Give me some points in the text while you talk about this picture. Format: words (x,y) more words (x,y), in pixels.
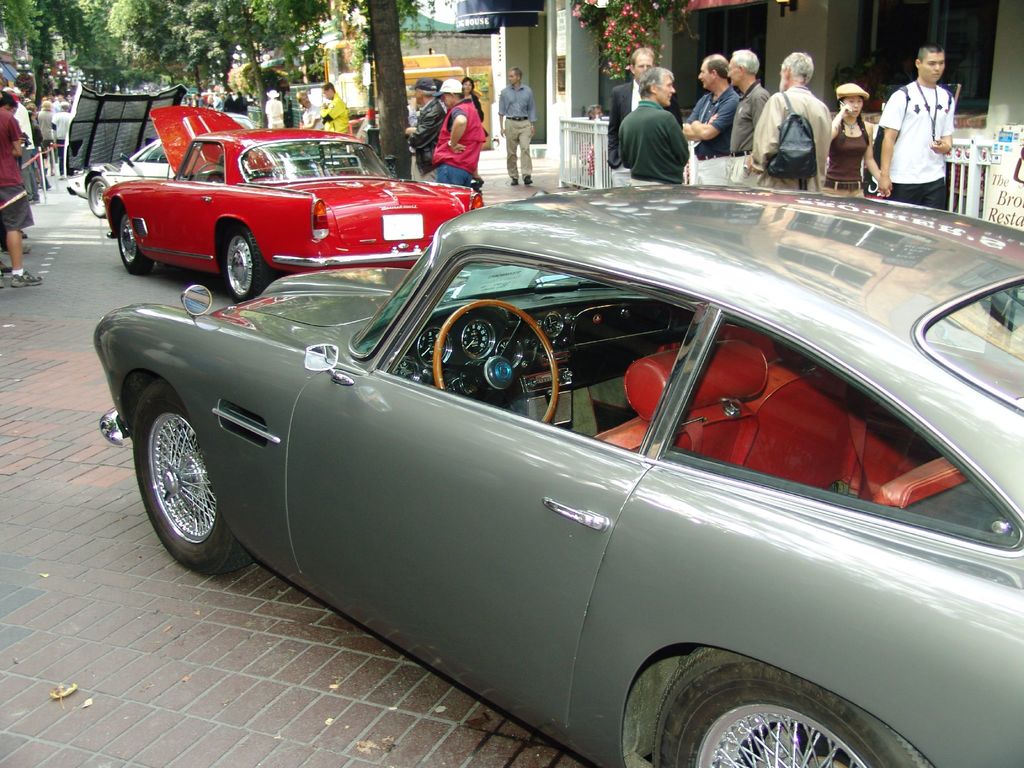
In the foreground (336,208) I can see fleets of cars (424,371) and a crowd (514,119) on the road (540,185). In the background (499,120) I can see a building (493,137), trees (180,51), fence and the sky (446,16). This image is taken during a day.
